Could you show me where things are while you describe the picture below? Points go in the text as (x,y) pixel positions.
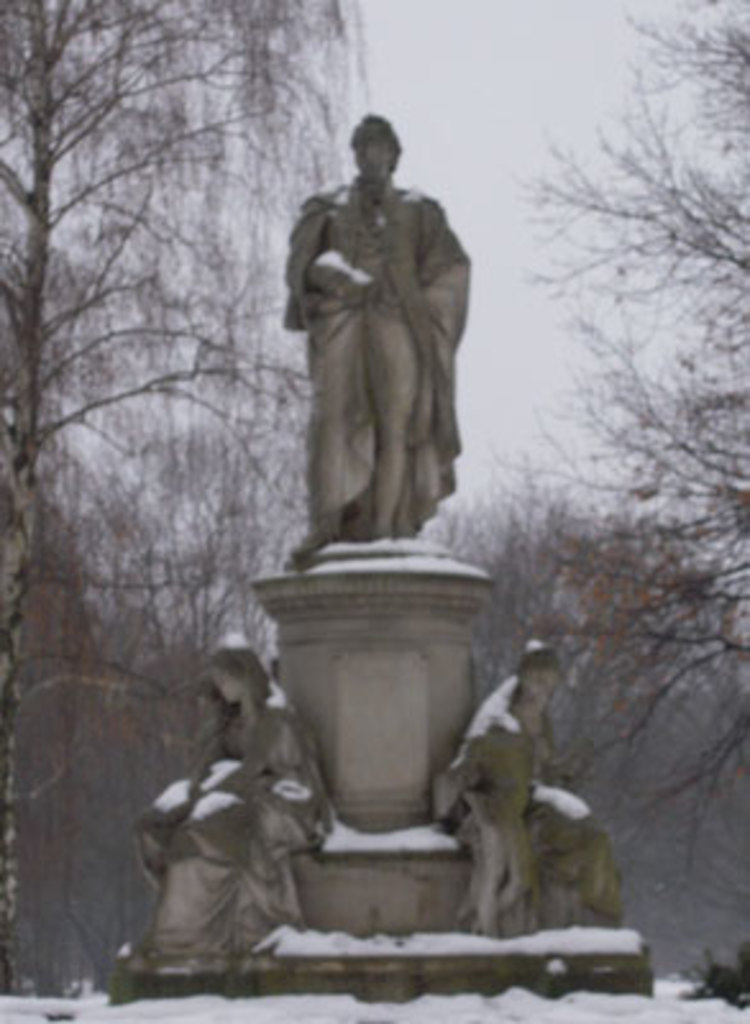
This is a colour picture. In the center of the picture (376,480) there is a sculpture (391,314). At the bottom (222,1014) there is snow (111,1015). In the background (38,578) there are trees (643,607).
